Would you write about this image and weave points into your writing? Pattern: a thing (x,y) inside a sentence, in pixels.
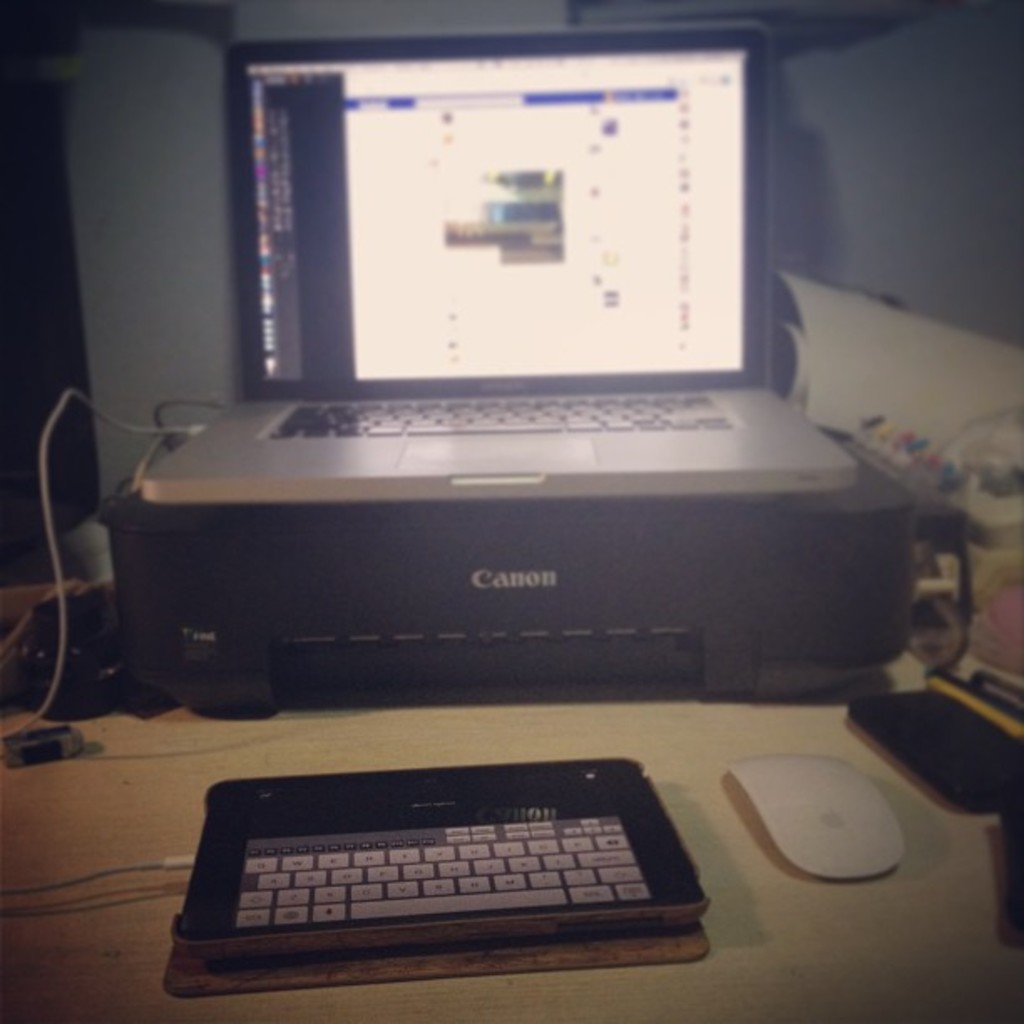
This is an inside view. On the bottom of the image (96,842) there is a table (595,1018). On the table (697,786) there are few electronic devices (885,655) like laptop (490,340), mobile (955,782). and also there is a mouse (800,802). In the background (164,123) I can see a wall (179,318).
